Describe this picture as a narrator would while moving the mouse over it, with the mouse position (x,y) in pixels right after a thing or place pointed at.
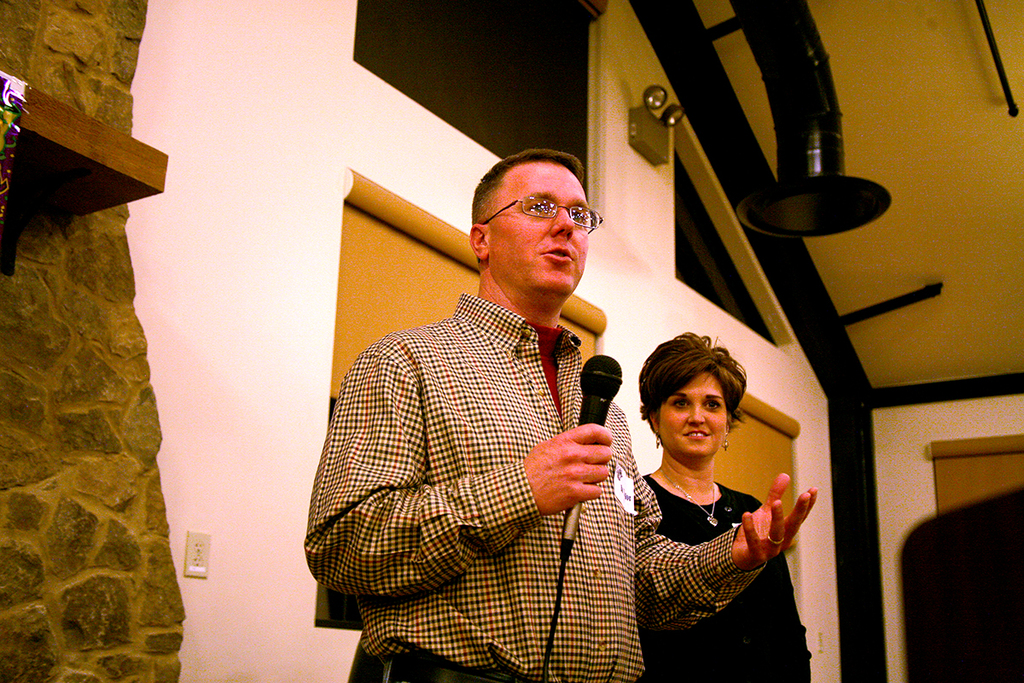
In the middle (575,443) a man (594,669) is standing and holding a microphone (595,370) in his hands (575,429) speaking in it. He wears spectacles (547,201) and shirt (446,542) beside of him a woman (747,674) is standing and wearing a black color dress (702,540). She is smiling too behind them there is a wall (265,406).
